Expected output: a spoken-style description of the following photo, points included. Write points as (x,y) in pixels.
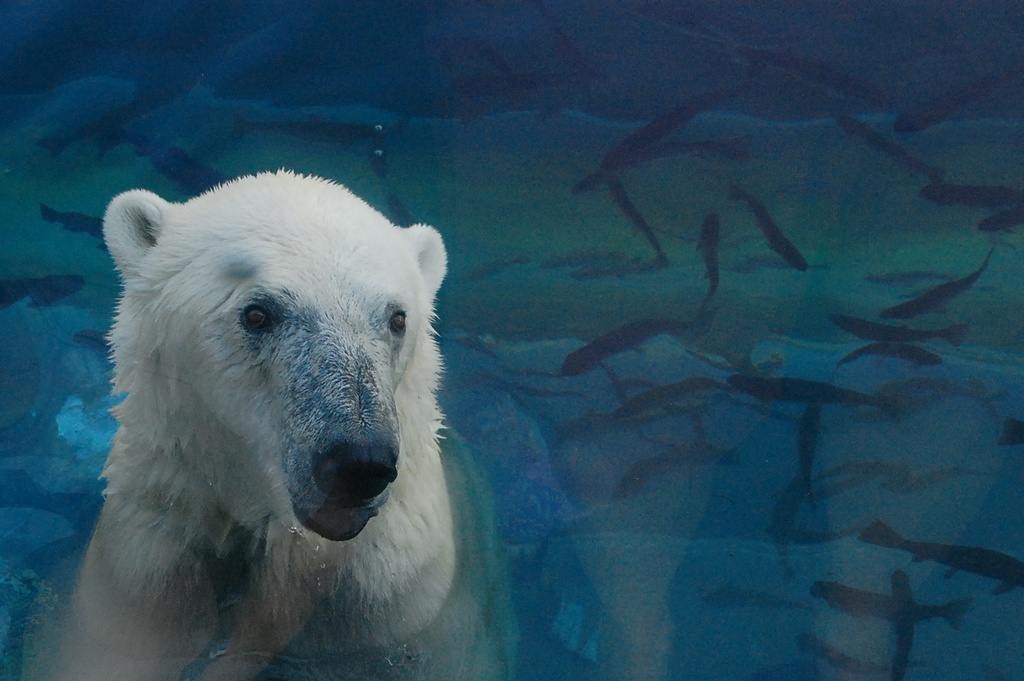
In this image we can see an animal (246,415) and the fishes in the water (681,213).
